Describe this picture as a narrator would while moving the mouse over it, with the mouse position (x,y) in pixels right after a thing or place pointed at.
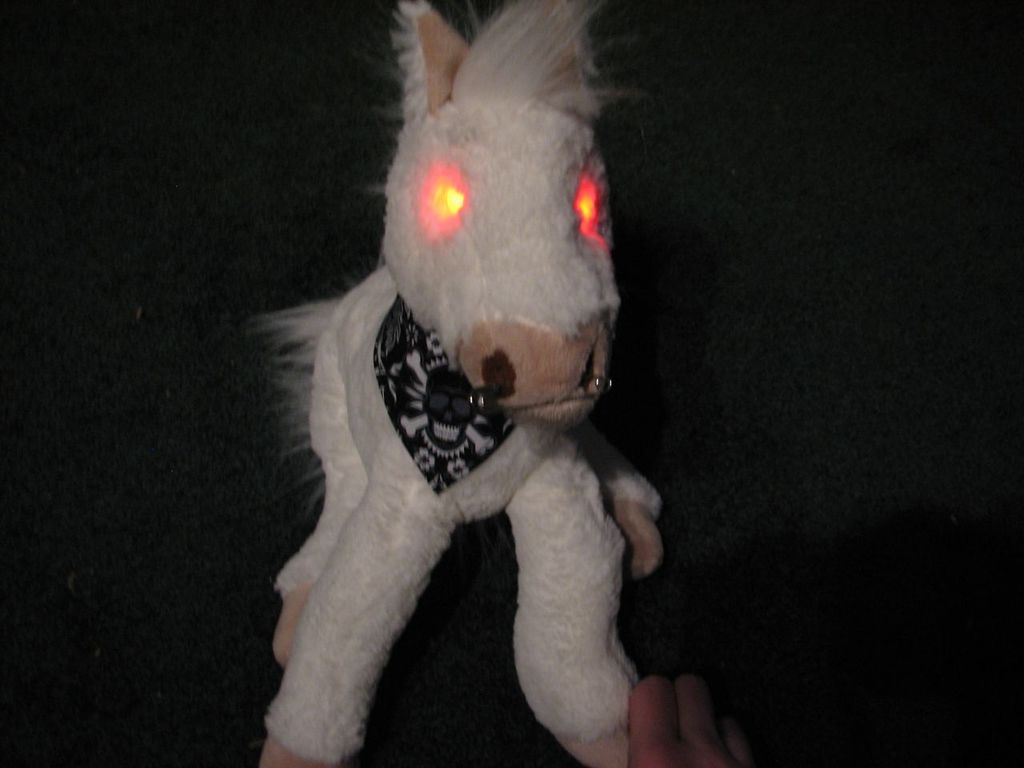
In this image there is a toy (574,520), in the background (451,645) it is dark.
